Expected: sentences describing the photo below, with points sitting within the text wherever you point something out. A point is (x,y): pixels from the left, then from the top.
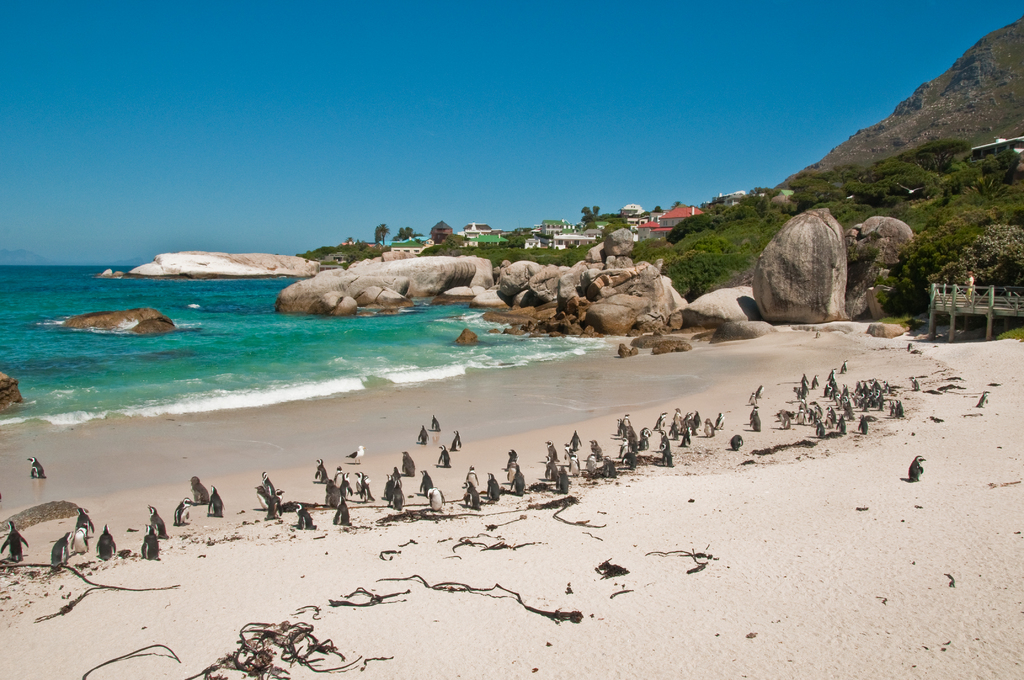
In the center of the image (507,276) we can see some buildings (672,214), trees (701,223), hills (700,265), rocks (420,294) water (293,319) are there. At the bottom of the image (557,494) we can see penguins (438,500), soil (452,492) are there. At the top of the image (595,79) sky (612,62) is there. On the right side of the image (964,308) a bridge (955,302) is there.
